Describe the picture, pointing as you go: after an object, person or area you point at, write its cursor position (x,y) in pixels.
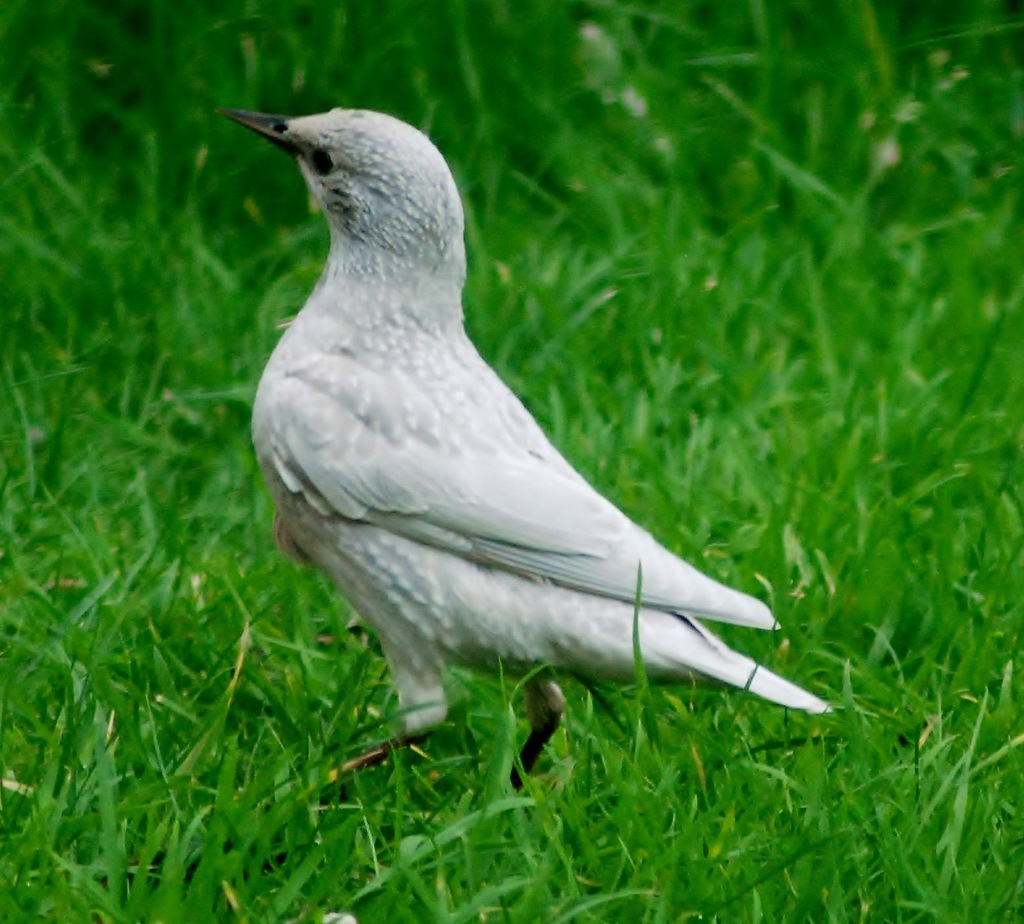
In this picture I can see a white color bird (427,385) standing on the grass (579,852).
